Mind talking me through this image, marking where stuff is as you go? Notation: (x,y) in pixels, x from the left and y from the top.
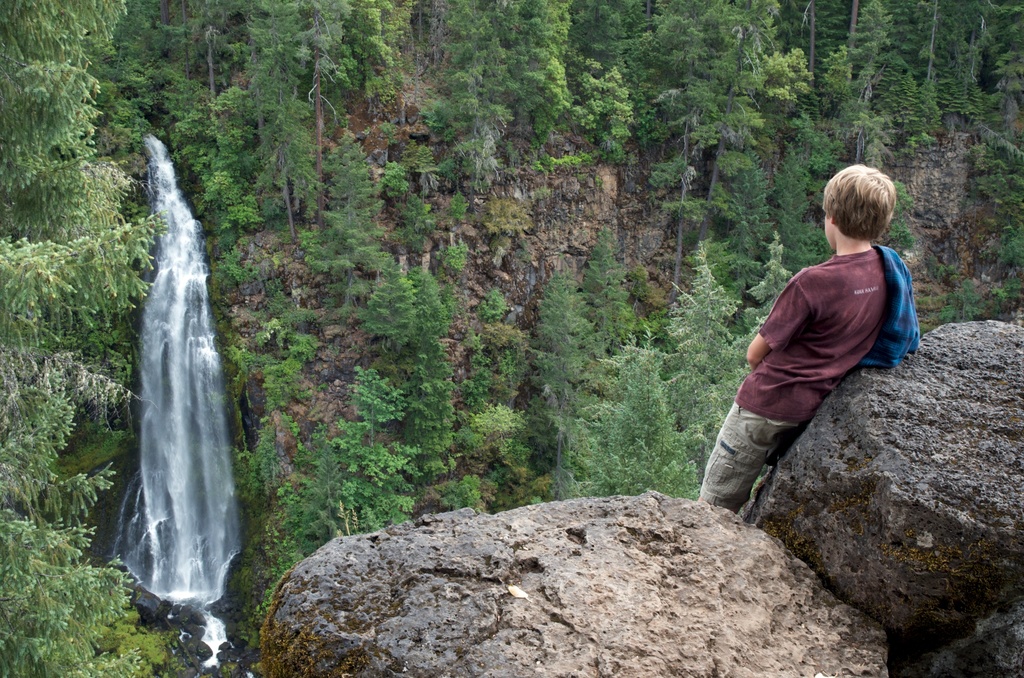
In this image I can see few huge rocks (948,477) and a person (851,350) standing behind the rocks (770,507). I can see the waterfall (149,173) and few trees (142,286) which are green in color.
